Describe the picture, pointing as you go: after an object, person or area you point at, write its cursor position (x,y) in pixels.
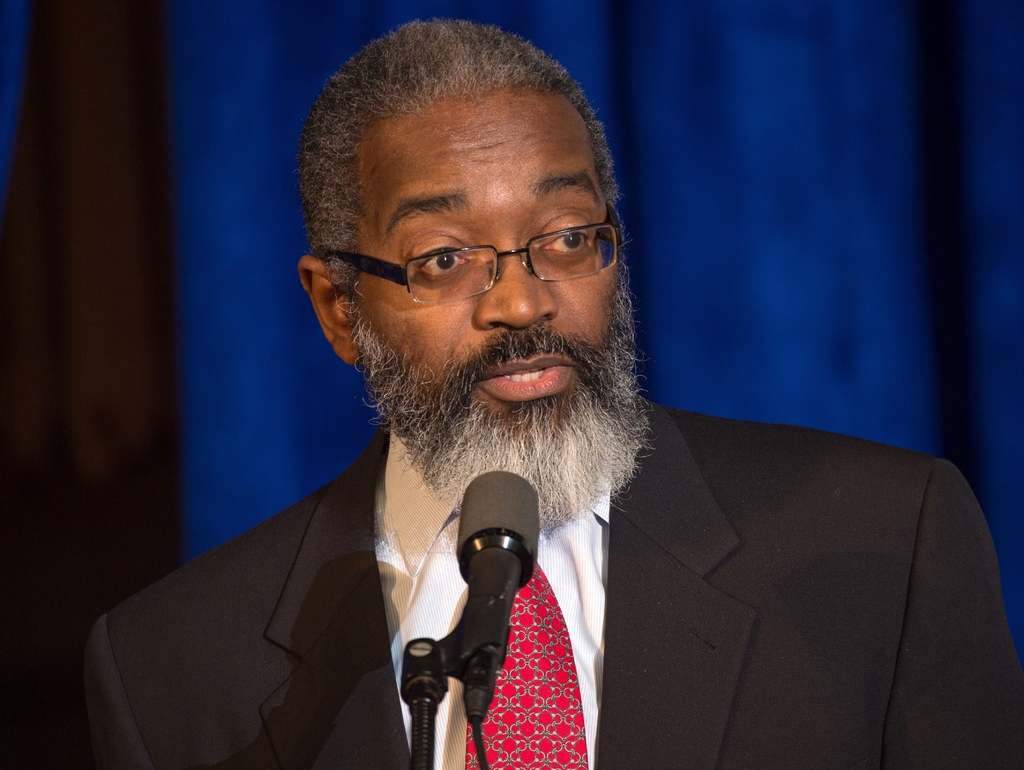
In this image we can see a person (617,487). A person (754,556) is speaking into a microphone (508,614). There are few blue colored curtains (866,247) in the image.
